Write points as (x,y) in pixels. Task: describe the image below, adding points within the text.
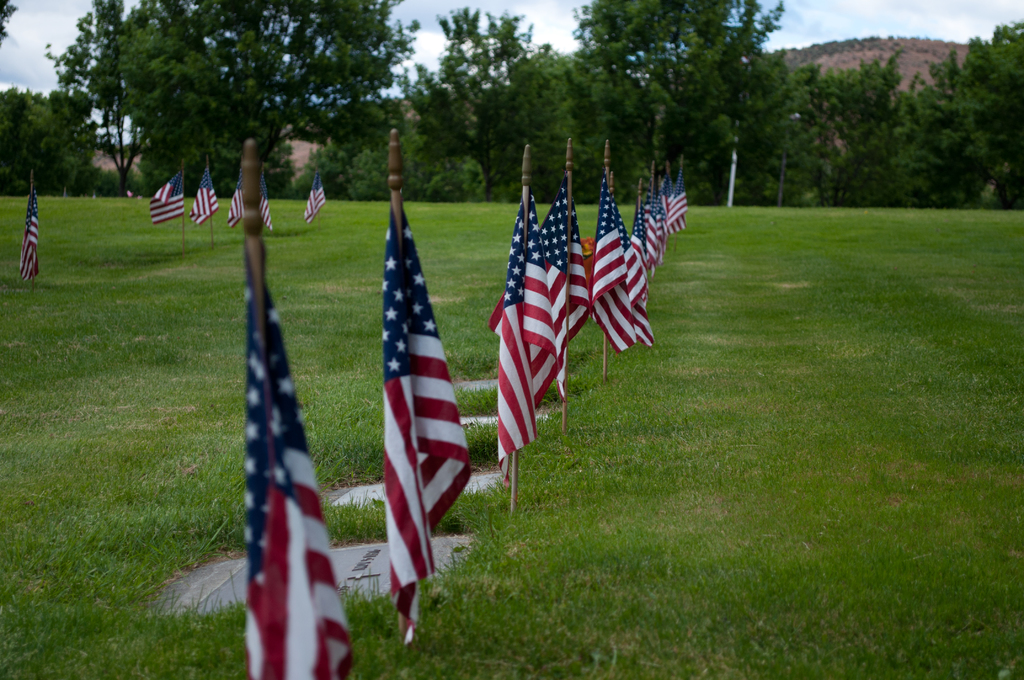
In this image there is a ground (703,414). There is green grass (148,353) on the ground (622,452). There are flags (403,504) to the poles (653,177). In the background (659,175) there are trees (327,92) and mountains (831,61). At the top (489,13) there is the sky (405,16).
